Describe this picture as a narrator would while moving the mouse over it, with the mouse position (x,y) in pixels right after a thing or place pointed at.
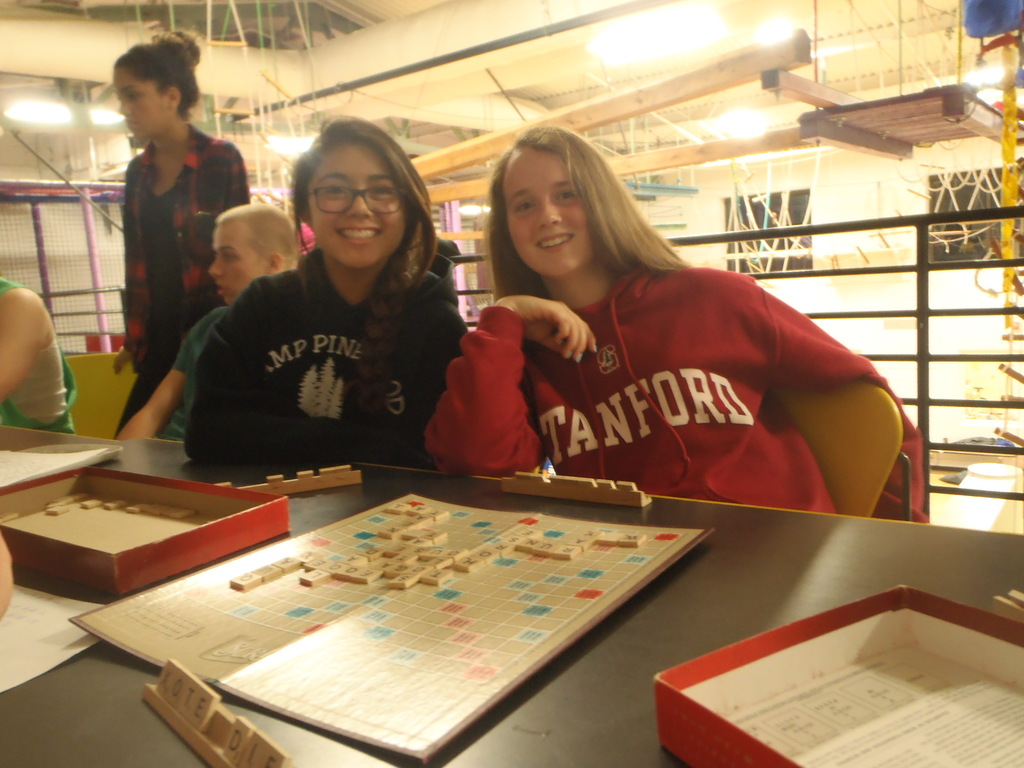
In this picture, we see five people (416,398). Woman (530,398) on right corner of the picture (719,354) wearing a red jacket (688,380) is sitting on chair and she is smiling. Beside her, woman (275,392) in black jacket (279,344) is also sitting on a chair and she is smiling. Beside her, woman (178,188) in red and black shirt (190,203) is standing. In front of this people (177,215), we see a table (126,656) on which puzzle board (419,533) is placed. Behind them, we see windows (967,202) and lights (597,43).
